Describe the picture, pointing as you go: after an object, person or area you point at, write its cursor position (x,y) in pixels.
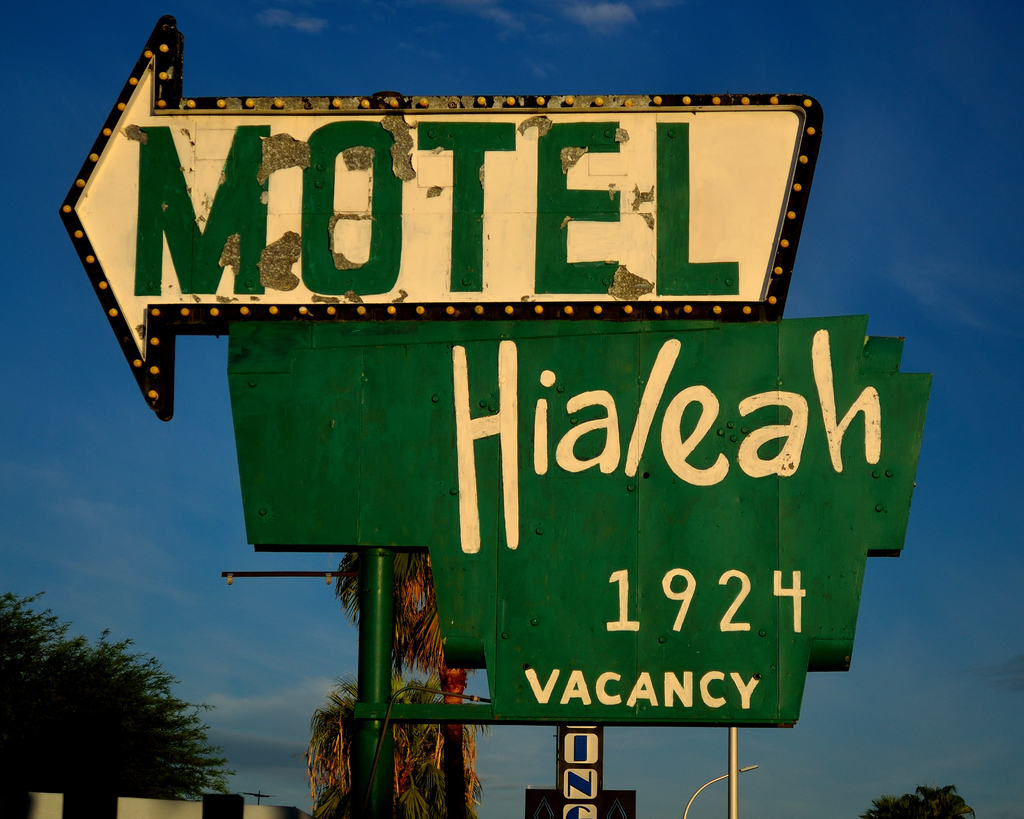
In this image I can see few boards (336,543) are attached to the pole (385,706). I can see few trees (104,706), poles (380,689) and the sky (170,549) is in blue color.
